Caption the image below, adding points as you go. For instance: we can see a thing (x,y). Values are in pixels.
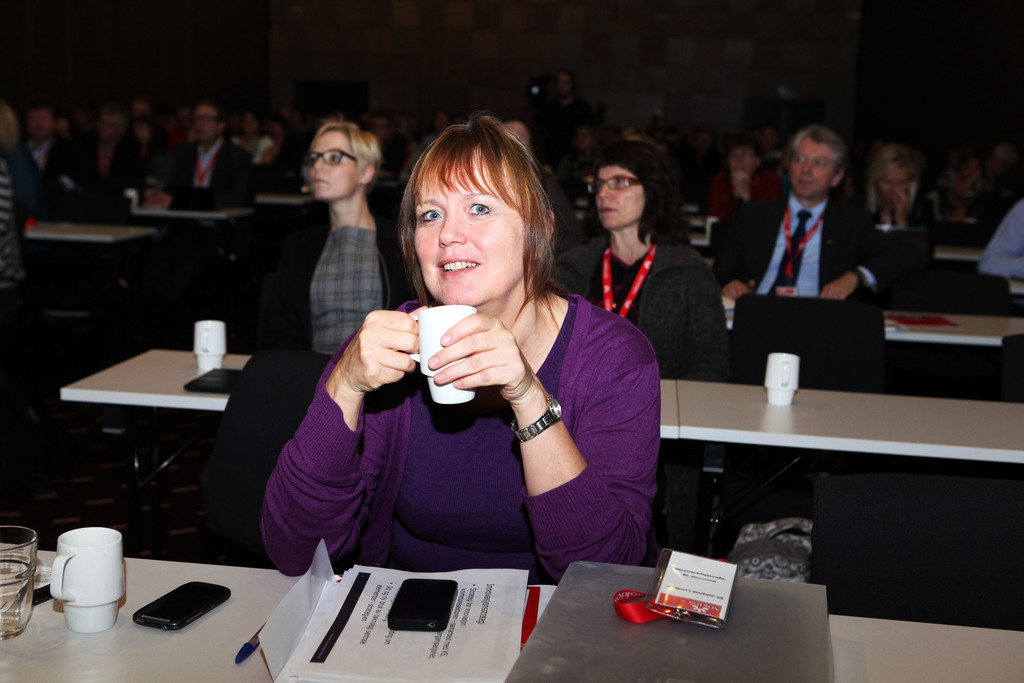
As we can see in the image there are few group of people (482,156) sitting. In front of them there are tables (65,658). On table (81,639) there is a glass (28,570), cup (89,590), mobile phone (169,602), paper (353,609), badge (670,589) and files (643,650).
